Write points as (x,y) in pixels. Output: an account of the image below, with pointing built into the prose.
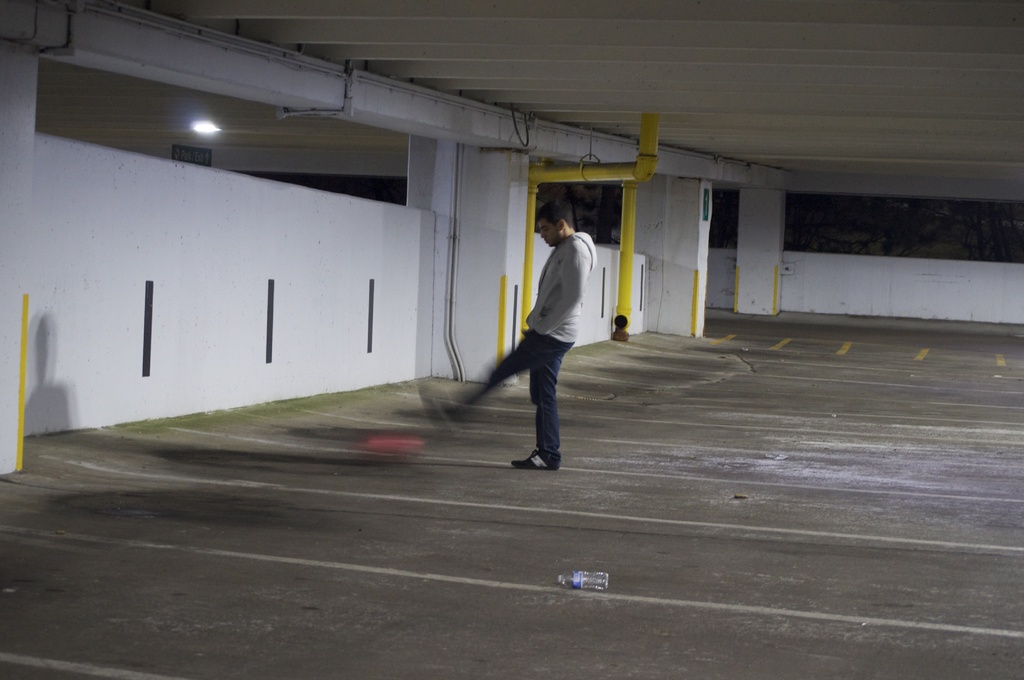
In the center of the image (547,295) there is a person (581,305) standing on the floor (476,420). At the bottom of the image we can see a water bottle (591,581). On the left side of the image (31,337) there is wall (186,344) and light (216,125). In the background (790,224) there is a wall (812,268) and trees (911,228).
